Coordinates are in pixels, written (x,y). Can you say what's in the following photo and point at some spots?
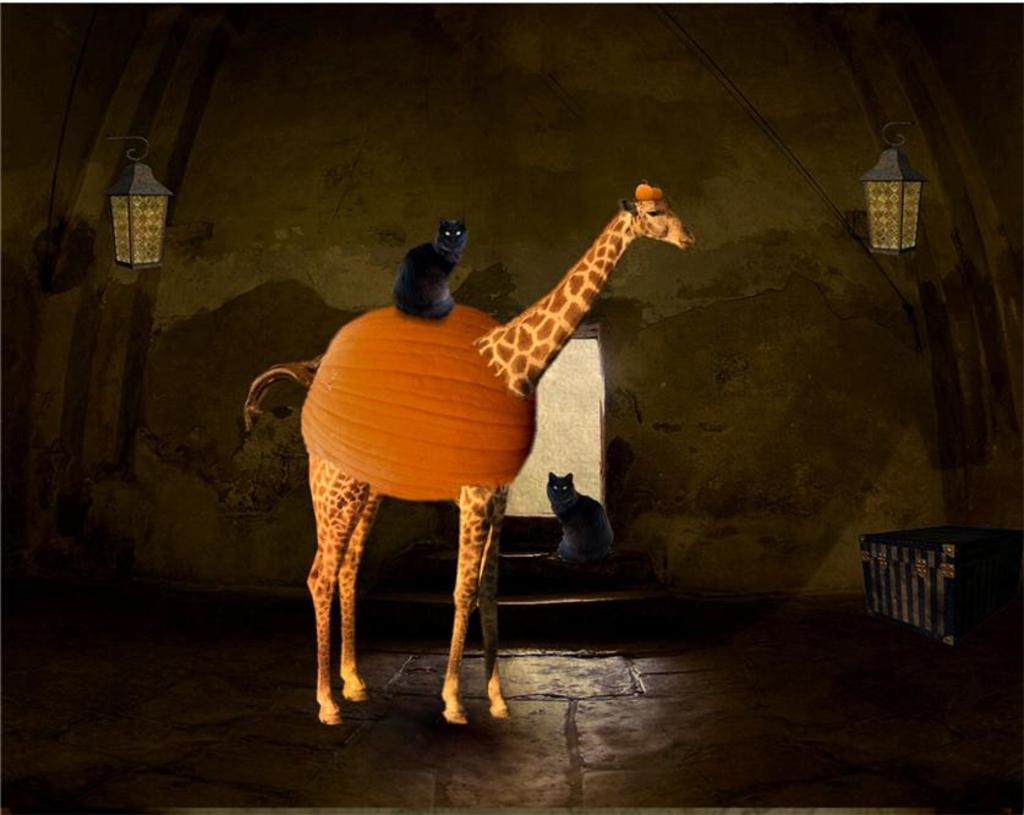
In the center of the image (553,335) there is a depiction of giraffe (336,436), cats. In the background of the image (496,219) there is wall (496,219). There is a door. There are staircases (566,600). At the bottom of the image (476,736) there is floor (492,749).
